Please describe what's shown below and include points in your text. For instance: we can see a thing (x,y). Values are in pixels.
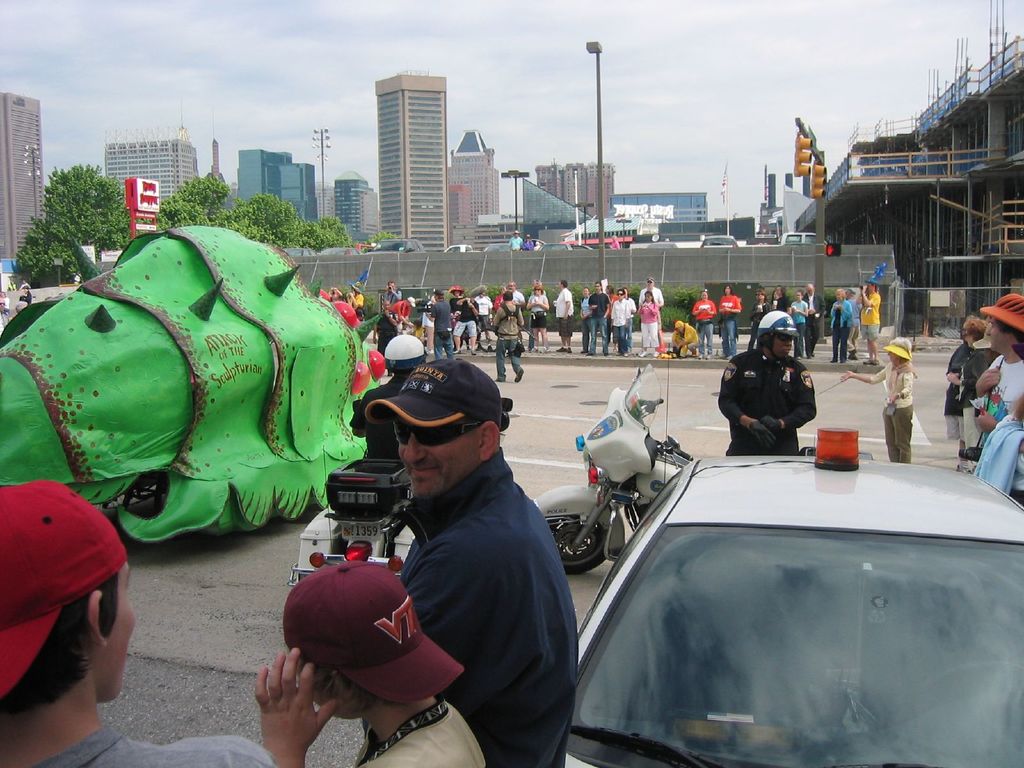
In this image we can see a car (766,588), bikes (565,493), and a green color object (311,375). Here we can see people (479,732) are standing and there is a person (511,355) walking on the road (935,431). Here we can see trees (329,240), boards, poles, traffic signals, wall (849,268), vehicles (349,252), and buildings (440,142). In the background (494,102) there is sky (571,112) with clouds (686,142).
